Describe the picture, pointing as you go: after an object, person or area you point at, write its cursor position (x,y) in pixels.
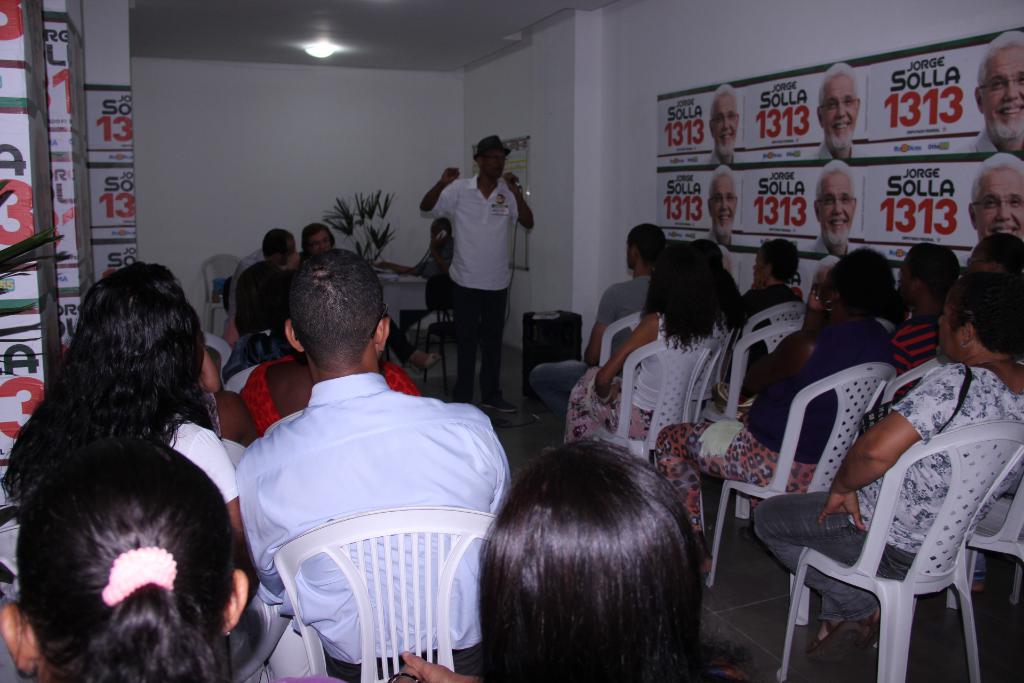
It is a picture there are group of people (749,395) sitting and one person (487,278) standing in front of them and speaking something, behind the person (460,252) there are three people (442,270) sitting in front of a table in the background (397,130) there is a light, a white color wall (429,116) there are also few posters (720,124) stick to the wall (562,135).
